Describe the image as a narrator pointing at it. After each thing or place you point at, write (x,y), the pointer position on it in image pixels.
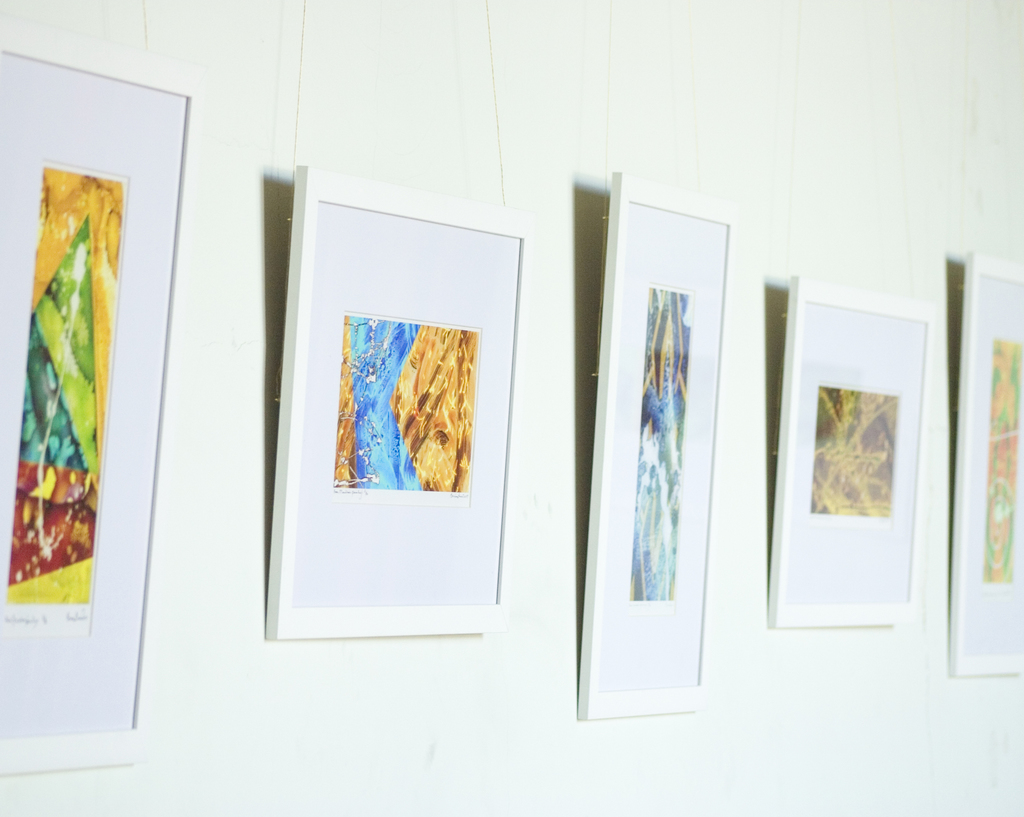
In this image we can see frames (472,595) on the wall (706,123).
